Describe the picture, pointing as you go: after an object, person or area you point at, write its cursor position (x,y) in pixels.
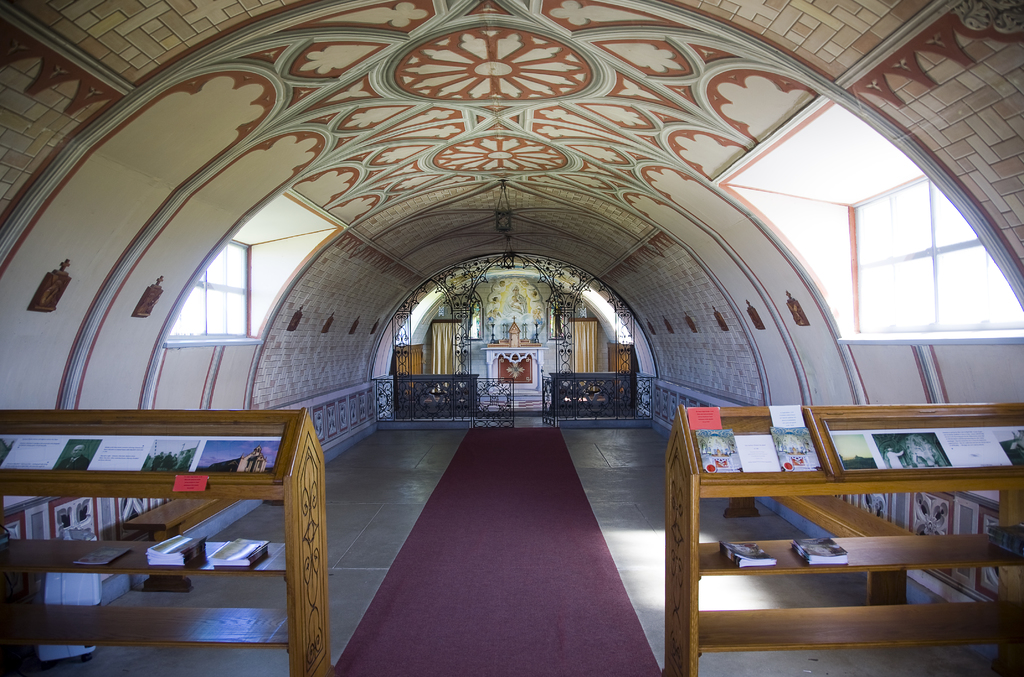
In this image I can see brown colour racks (693,492) and on these racks (296,509) I can see number of books (189,546). I can also see few benches (174,520) in background (817,512).
